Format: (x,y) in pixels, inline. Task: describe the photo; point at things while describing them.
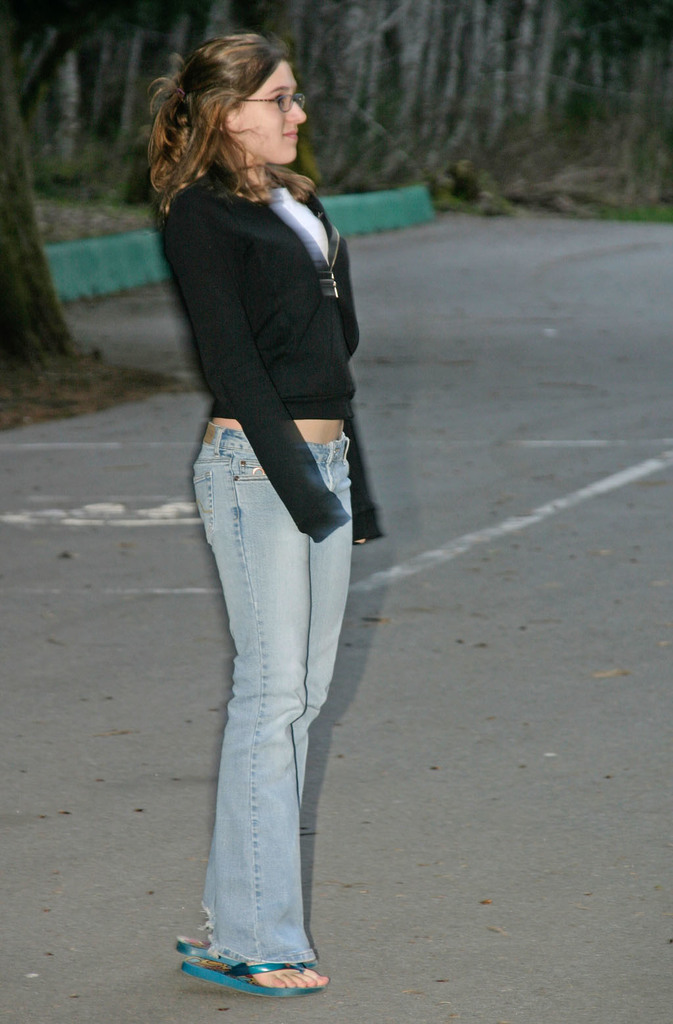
In this picture I can see a woman (281,165) standing in front (196,205) and I see that she is standing on the road (655,769). In the background (11,228) I can see number of trees (336,127).
